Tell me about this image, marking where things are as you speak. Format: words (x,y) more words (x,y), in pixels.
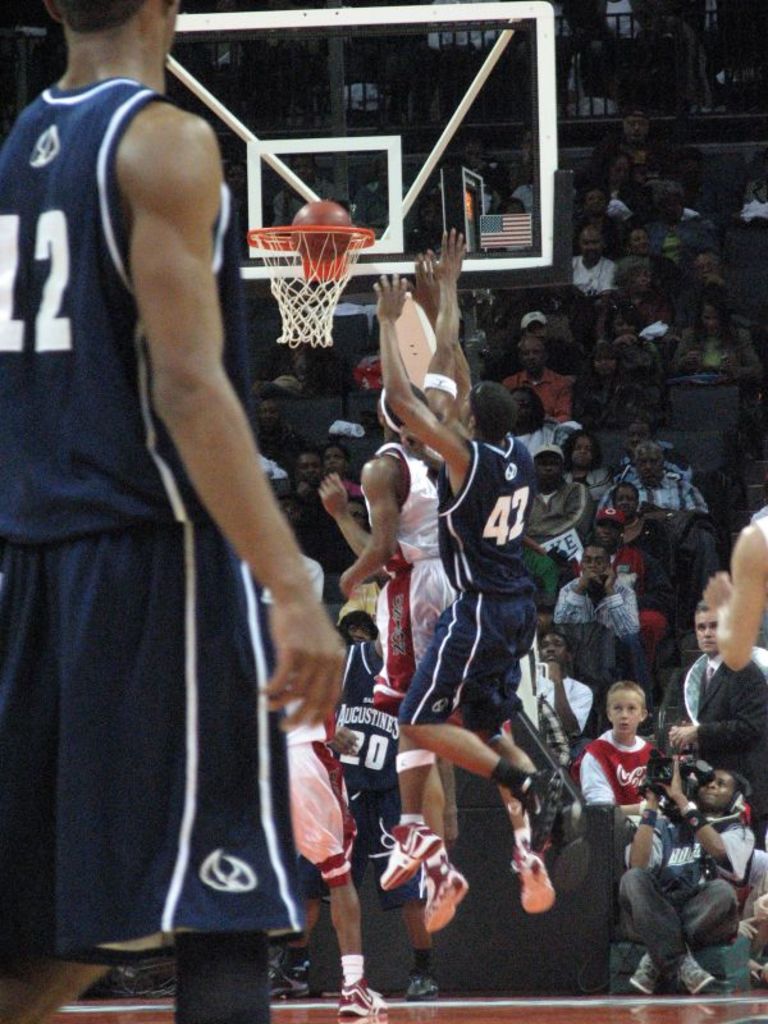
In this image I can see some people (309,702) are playing the basketball (340,246). In the background (606,381), I can see some people (633,367) are sitting.
